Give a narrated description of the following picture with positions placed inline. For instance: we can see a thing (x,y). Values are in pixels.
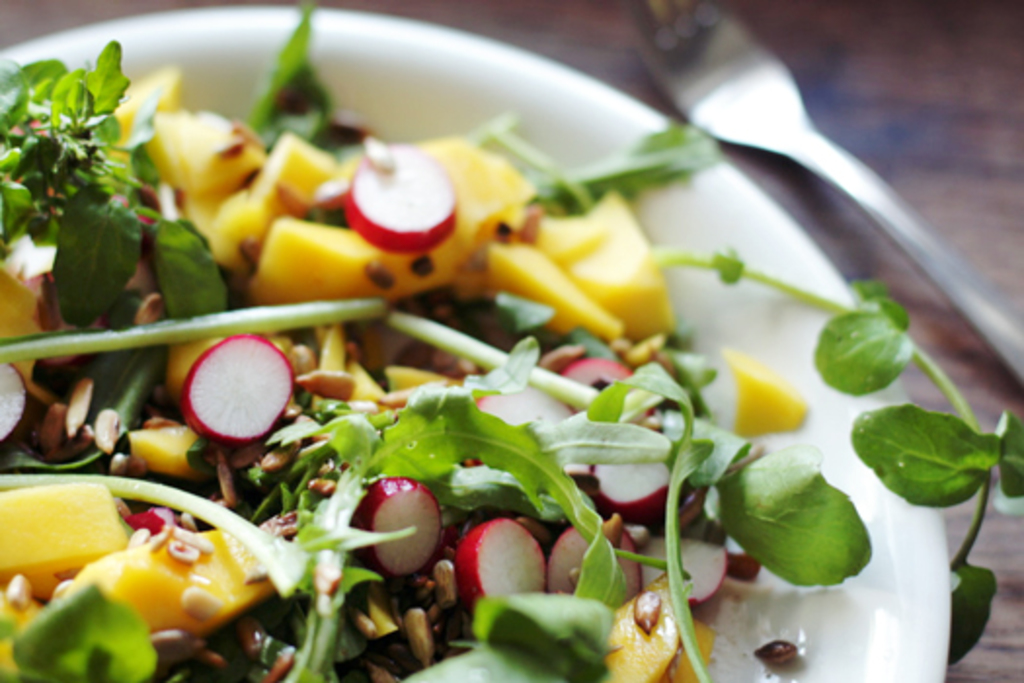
In this picture we can see a table (914,331). On the table (885,29) we can see a plate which contains food (607,266) and fork (905,246).
